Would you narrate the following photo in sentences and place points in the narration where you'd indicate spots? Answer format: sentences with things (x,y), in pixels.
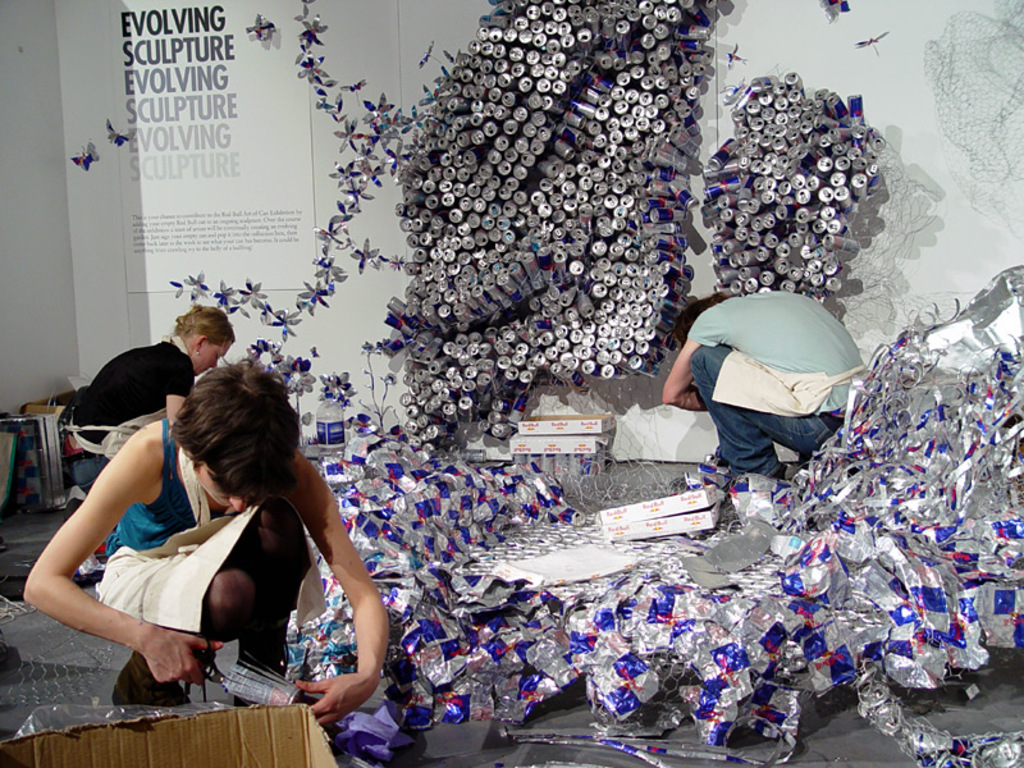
In this image, there are a few people (759,452). We can see the wall (926,133) with some architecture (952,115). We can also see some Red Bull tins (503,289). We can see a board (164,258) with some text (173,230) written. We can see the ground (610,752) with some objects (614,570) and cardboard box (274,712).
